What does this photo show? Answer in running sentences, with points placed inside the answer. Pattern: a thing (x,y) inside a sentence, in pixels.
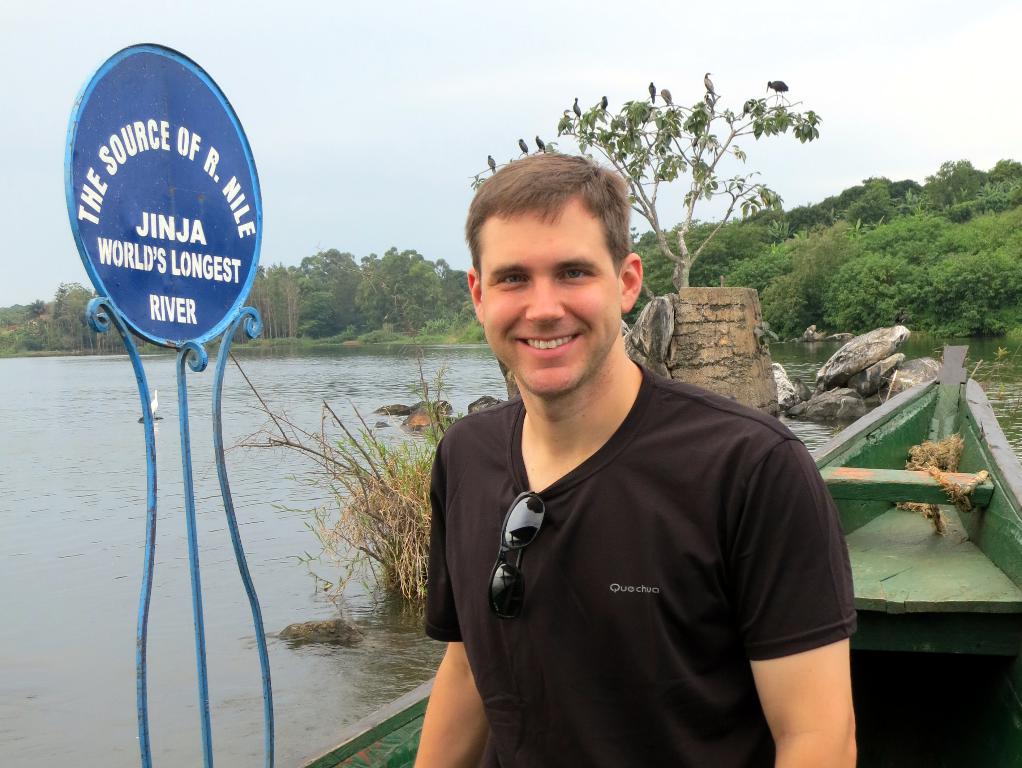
In this picture I can see there is a man (447,704) sitting in the boat (866,570) and he is wearing a black shirt (564,568) and goggles (506,514) and there are trees (770,326) in the backdrop (428,301) and there are few birds (706,89) on the tree (686,221) and there is a river (51,529).
